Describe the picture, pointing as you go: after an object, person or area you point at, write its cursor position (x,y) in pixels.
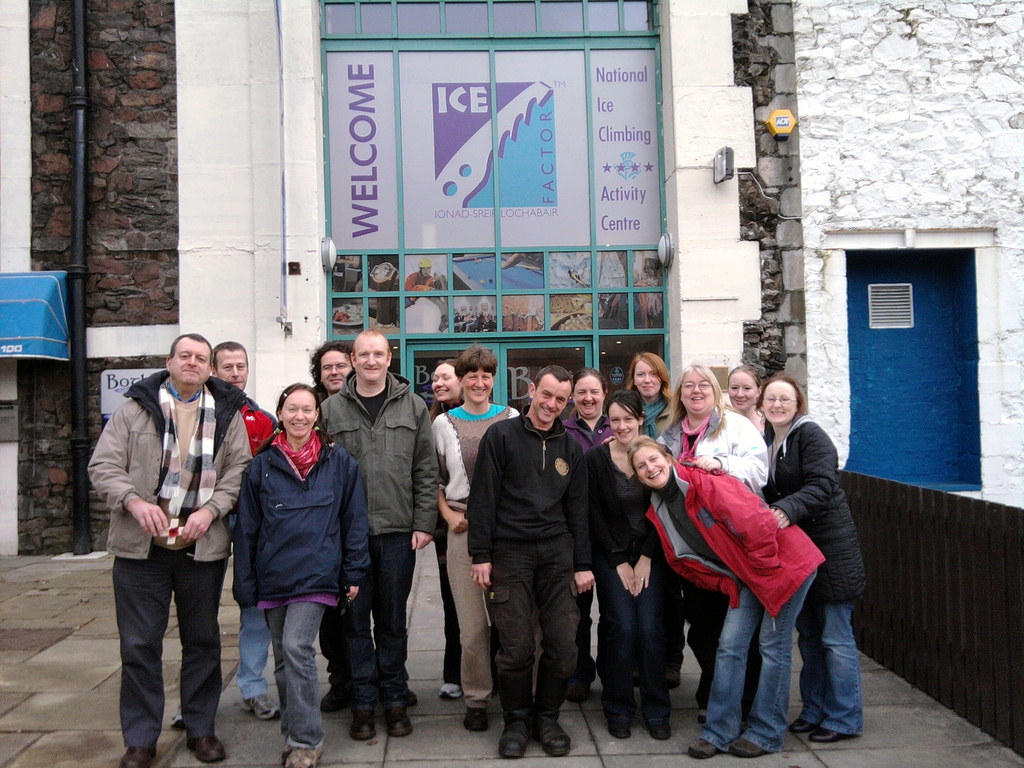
In this image we can see people (344,576) standing and smiling on the road (431,605). In the background (452,132) there are buildings (209,135), pipeline (84,509), fence (920,611) and an advertisement (422,241).
